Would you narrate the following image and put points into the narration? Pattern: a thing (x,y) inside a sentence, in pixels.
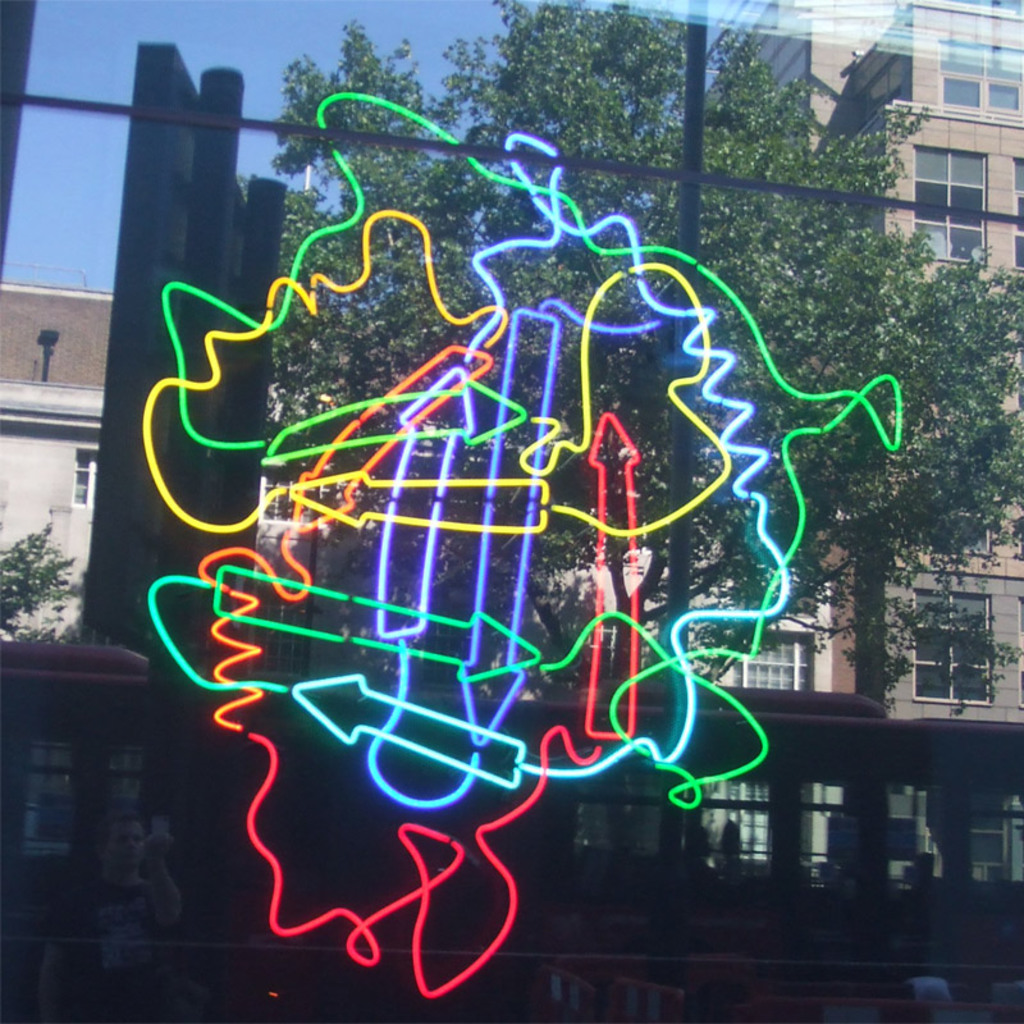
There is an object (430,553) which is in different colors and there is a vehicle (857,807), tree (815,292) and buildings (833,78) in the background (82,375).
